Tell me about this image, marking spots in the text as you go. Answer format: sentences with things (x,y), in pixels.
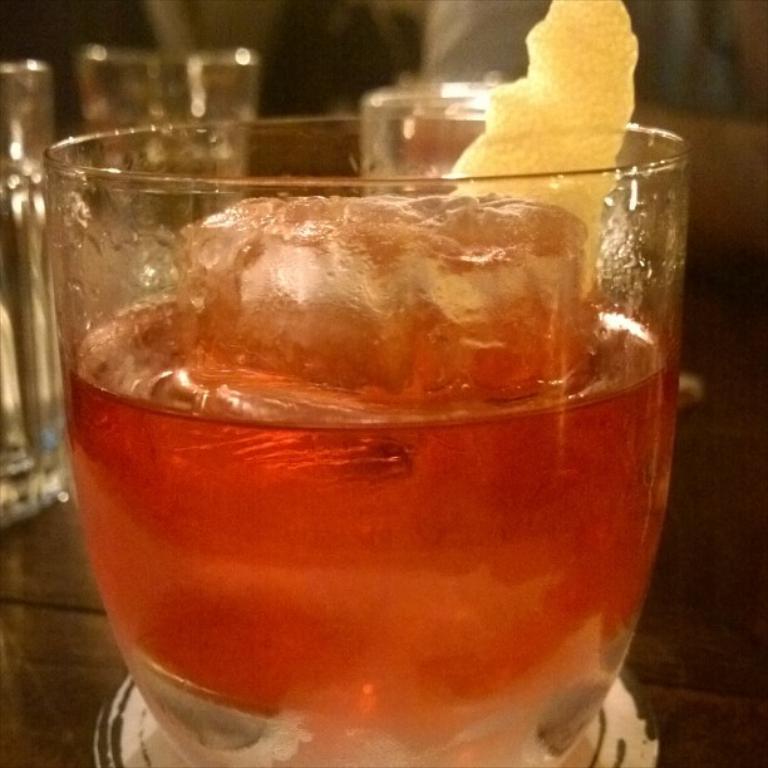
In this image, this looks like a glass (313,518), which contains liquid (542,515), ice cube (485,336) and few other ingredients (514,146) are added to it. In the background (31,492), I can see few glasses (160,64) placed on the table (78,689).
